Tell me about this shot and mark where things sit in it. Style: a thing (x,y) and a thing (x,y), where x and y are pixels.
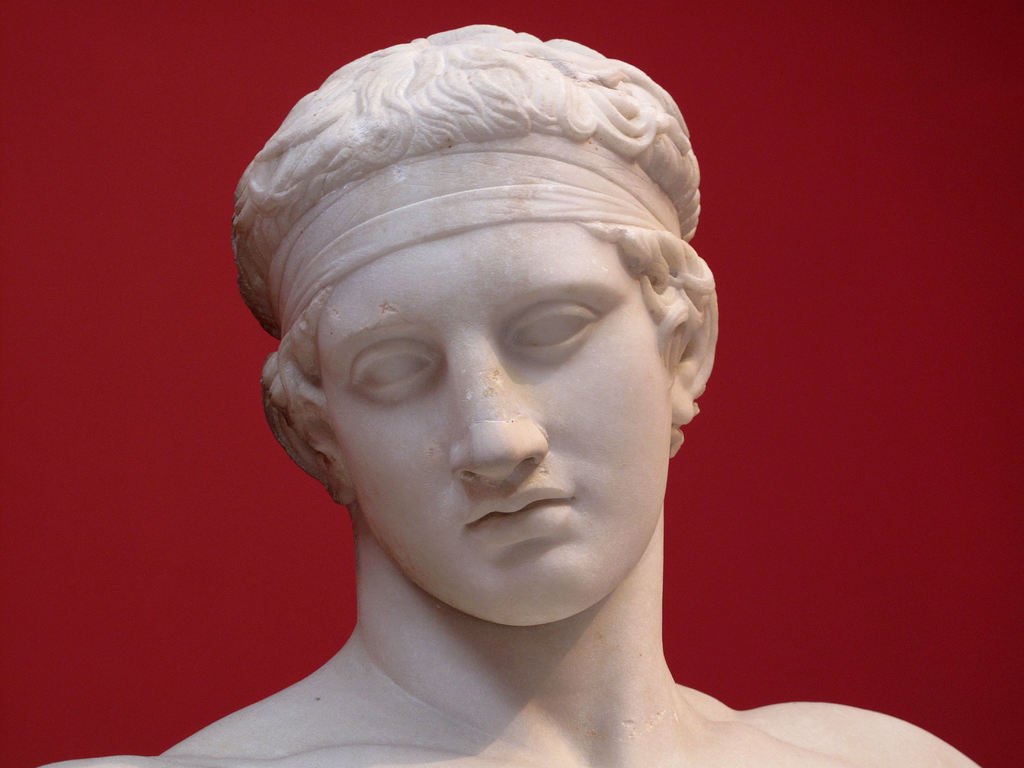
The picture consists of a statue (528,556). In the background (142,353) there is a red color object (867,347).
